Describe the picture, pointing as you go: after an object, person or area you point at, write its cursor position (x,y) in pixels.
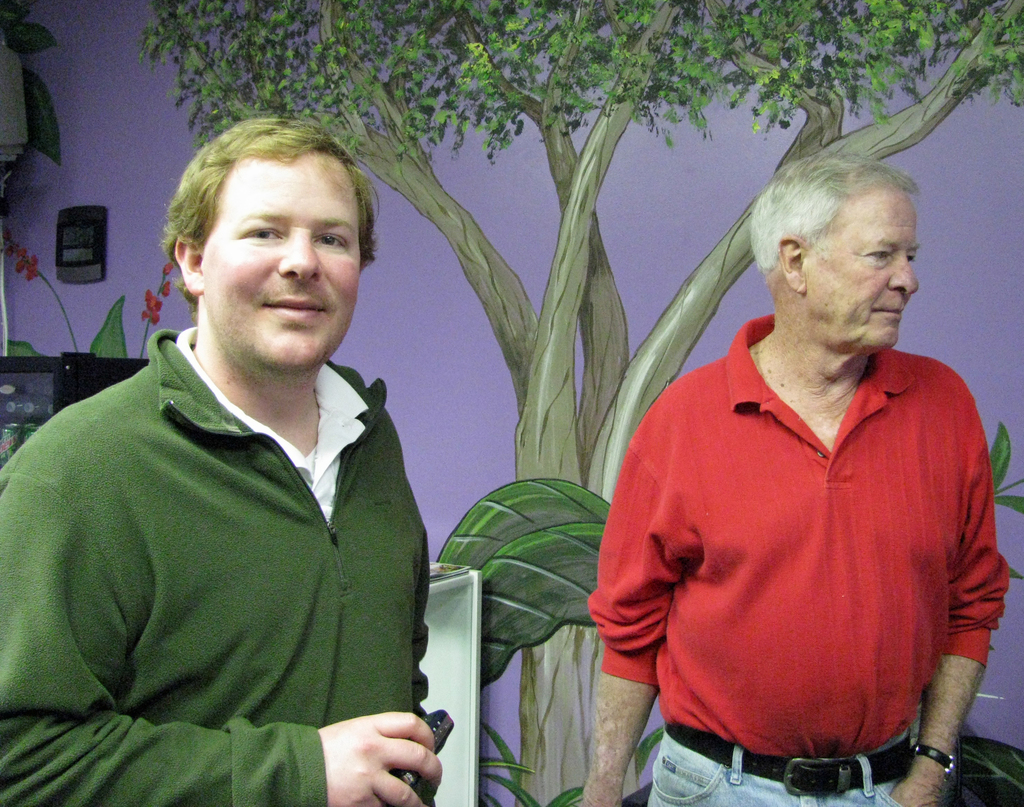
There is a wall (522,114) and a painting (515,267) of a tree (566,132) is done on the wall (549,398). There are two people (724,575) standing in front of the wall (444,540) and one person (271,542) is looking towards the camera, there is a refrigerator (44,419) behind the man (11,532).
